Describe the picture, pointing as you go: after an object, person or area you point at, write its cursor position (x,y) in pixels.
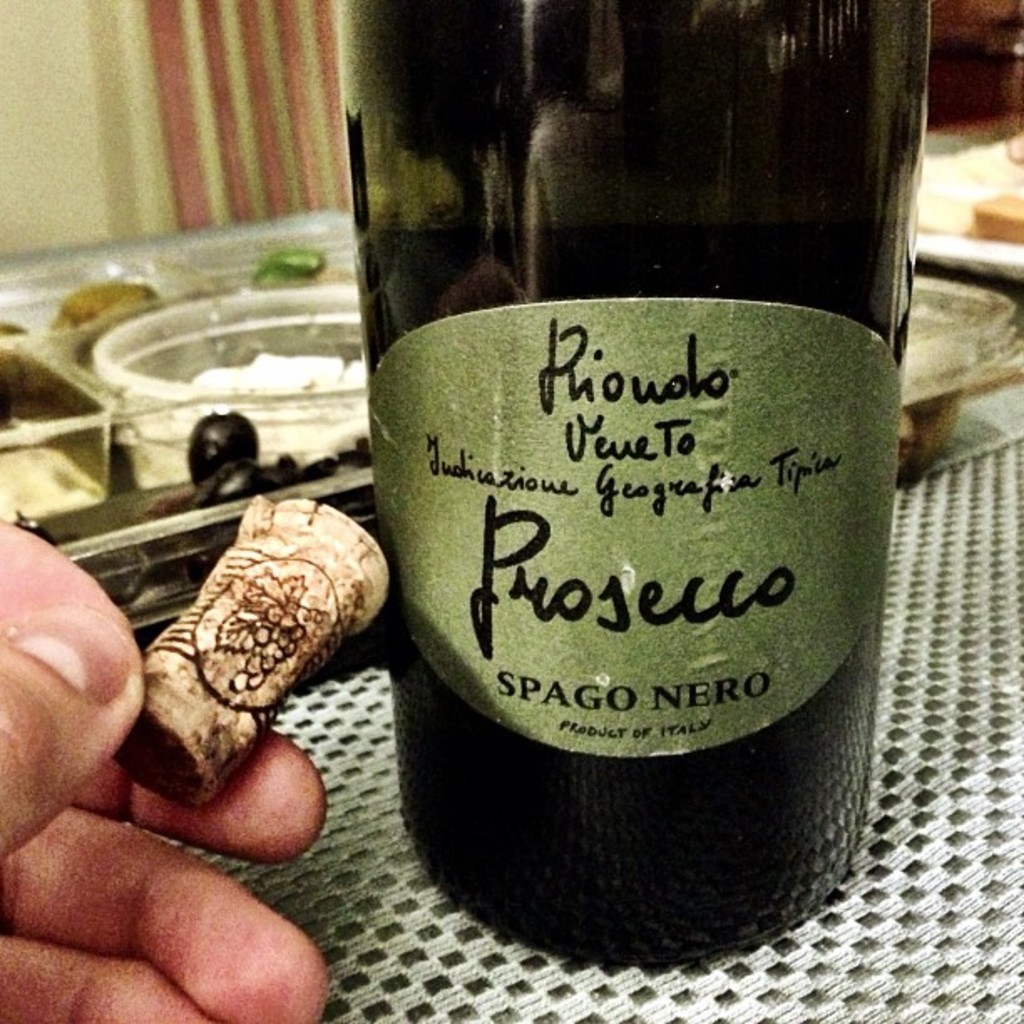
this picture shows a wine bottle (624,436) and a person (115,1002) holding cork (245,552) in his hand (36,574).
